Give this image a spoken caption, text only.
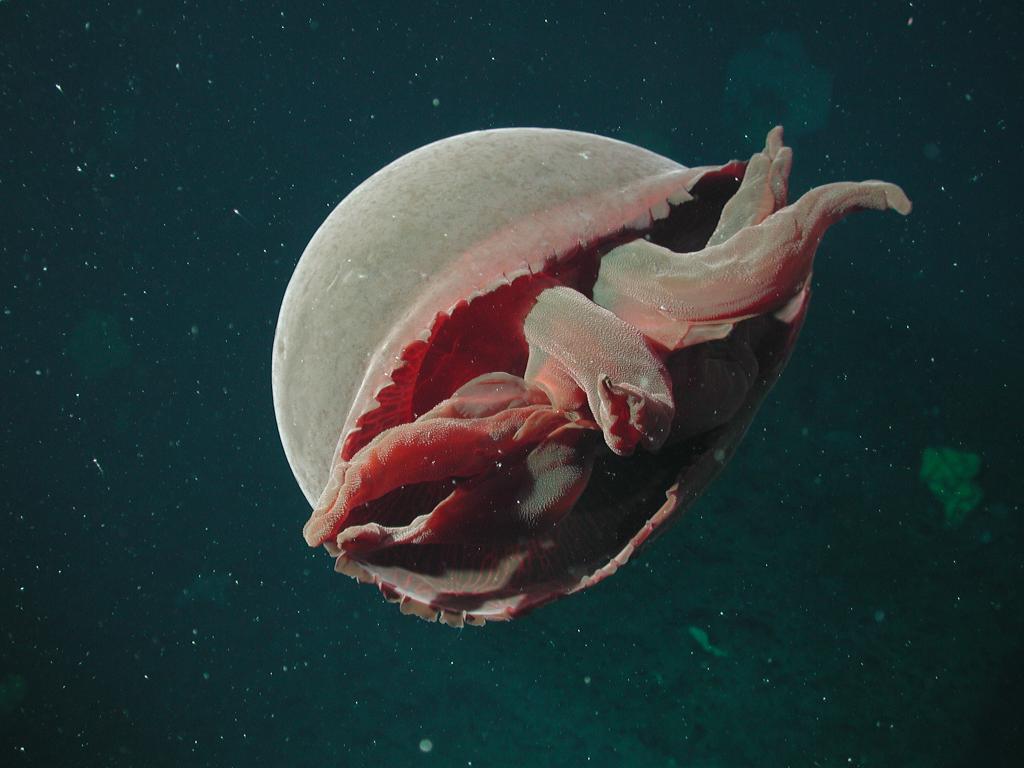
This is an underwater environment picture. In this picture we can see a jellyfish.
